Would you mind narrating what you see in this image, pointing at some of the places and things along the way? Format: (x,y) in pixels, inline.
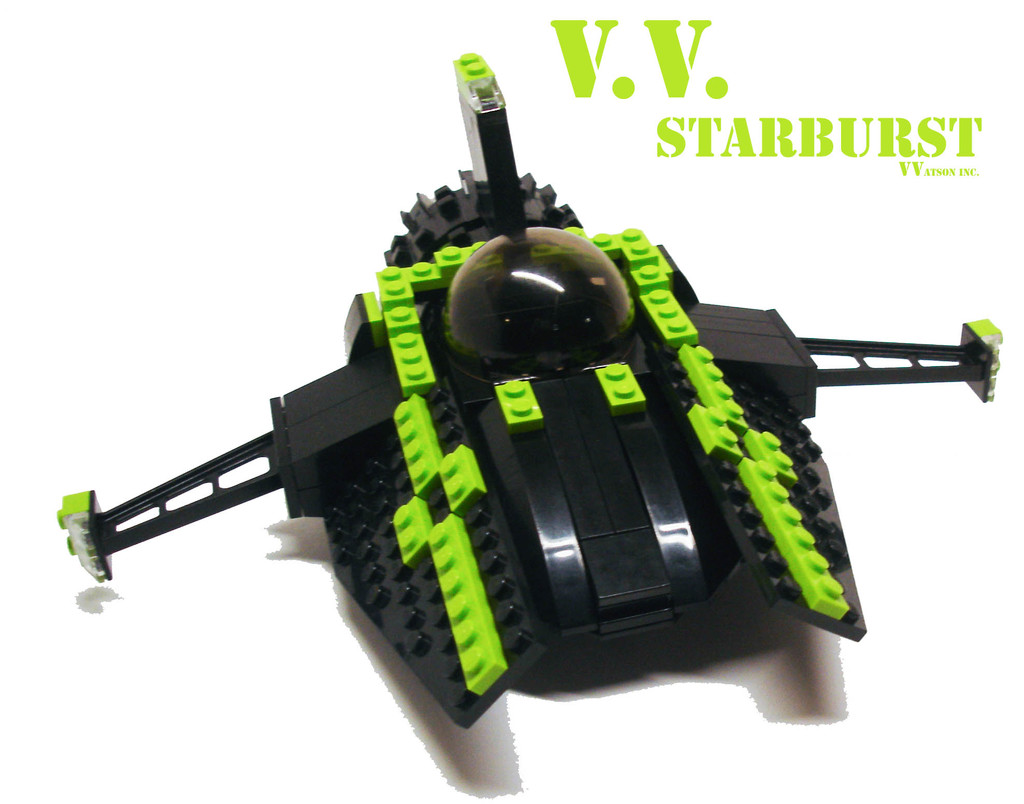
In this image I can see the toy (607,576) which is in black and green color. It is on the white color surface (89,725). And I can see the text (659,137) to the side.
